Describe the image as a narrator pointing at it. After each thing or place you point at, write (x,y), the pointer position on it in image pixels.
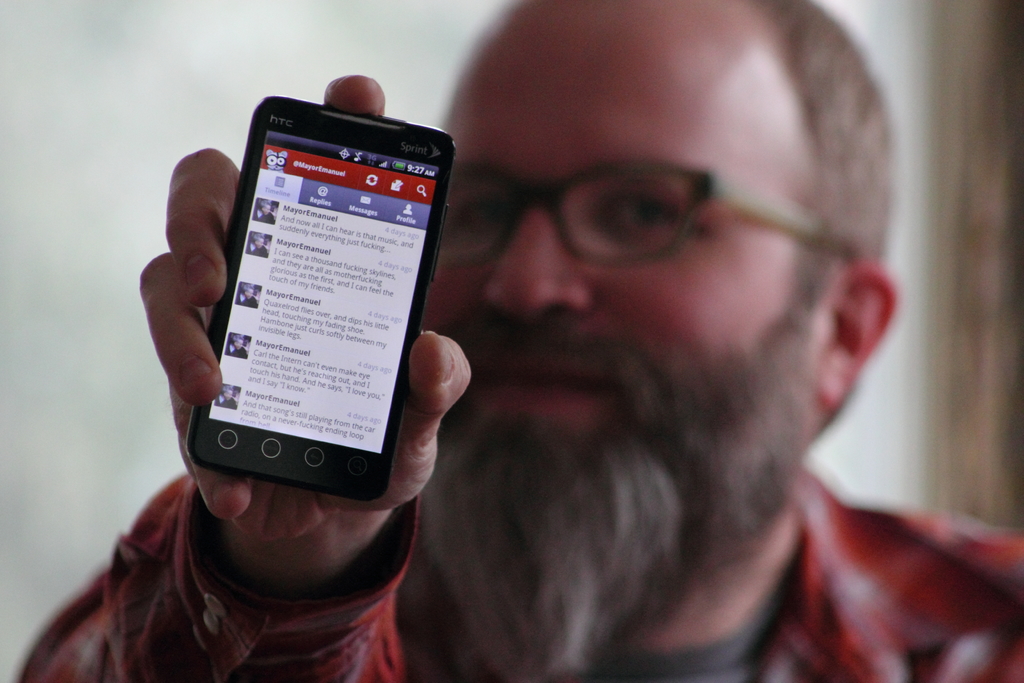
In this image I can see a man (437,276) is holding a phone (224,319). I can also see he is wearing a specs (676,251).
